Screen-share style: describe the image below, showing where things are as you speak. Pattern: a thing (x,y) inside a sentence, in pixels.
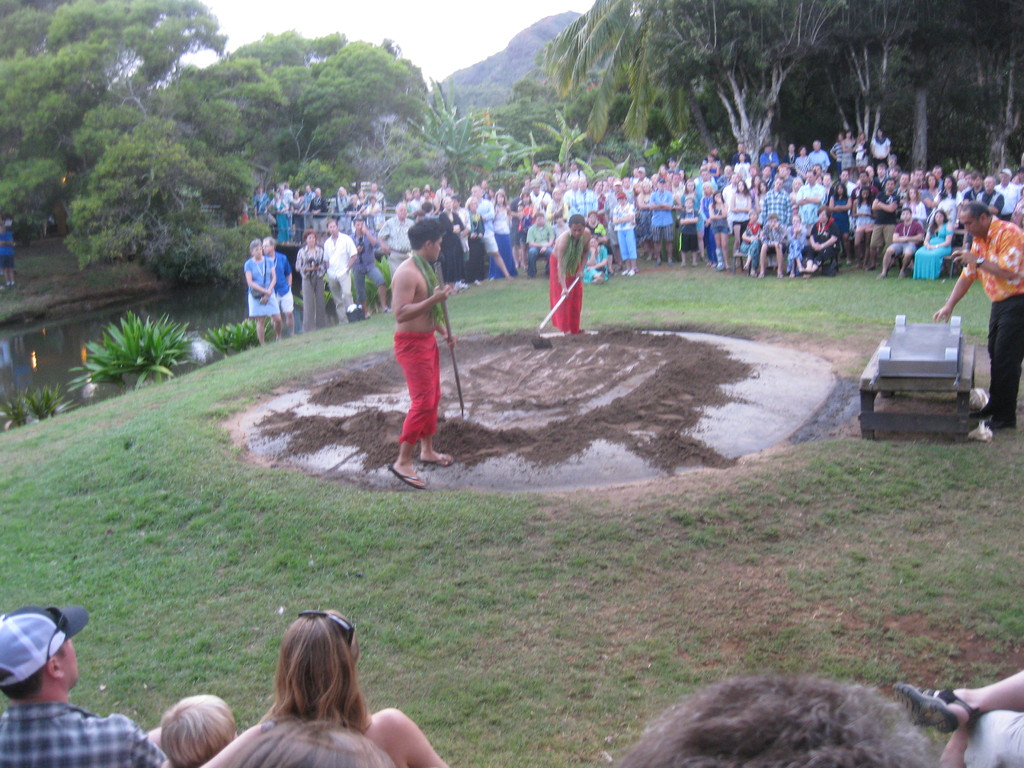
In this image we can see the mountains (508,53), some people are sitting on the benches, some people (377,203) are standing, one bridge (282,248), one canal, some objects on the ground (19,281), some people (819,174) are holding some objects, two people (422,253) digging in the ground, some trees (217,207), bushes (245,242), plants (133,326) and grass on the ground (251,346). At the top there is the sky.
